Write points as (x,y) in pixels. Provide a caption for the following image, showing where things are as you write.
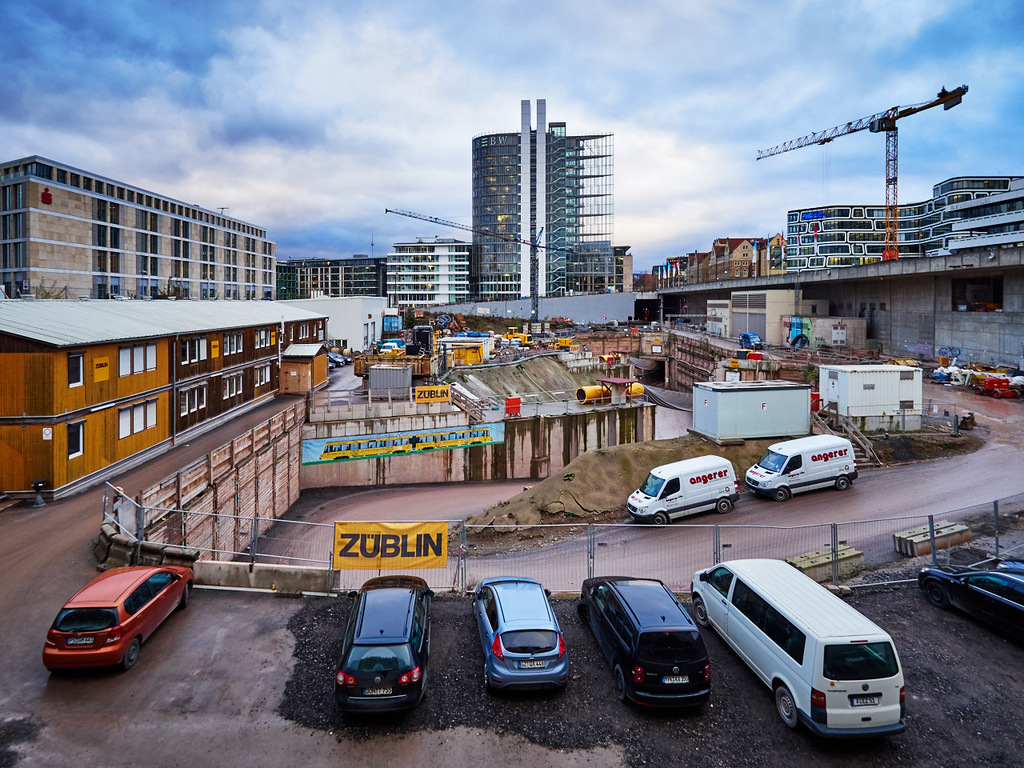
This is the picture of a city (494,472). In this image there are vehicles (554,683) on the road (31,680). At the back (972,236) there are buildings (246,383) and there is a crane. At the top (328,39) there is sky (384,56) and there are clouds (389,45). At the bottom (329,743) there is a road (329,743) and there is mud (532,522).
